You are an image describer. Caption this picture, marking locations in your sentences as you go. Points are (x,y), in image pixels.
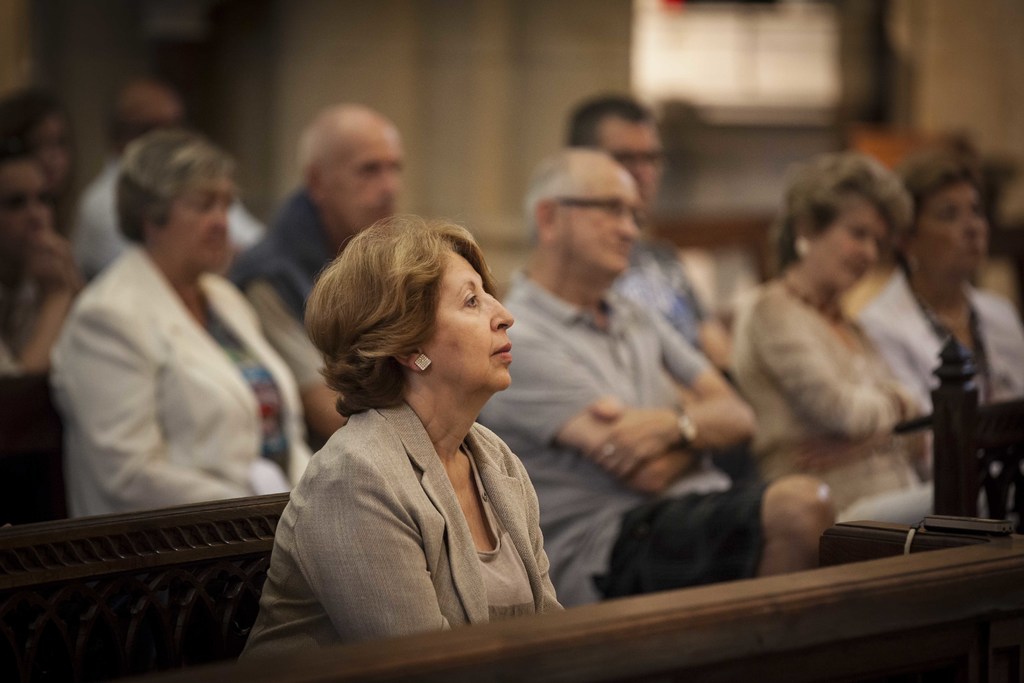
In this image we can see many people (466,342) sitting on the benches (783,606). There is a blur background (538,36) in the image.
